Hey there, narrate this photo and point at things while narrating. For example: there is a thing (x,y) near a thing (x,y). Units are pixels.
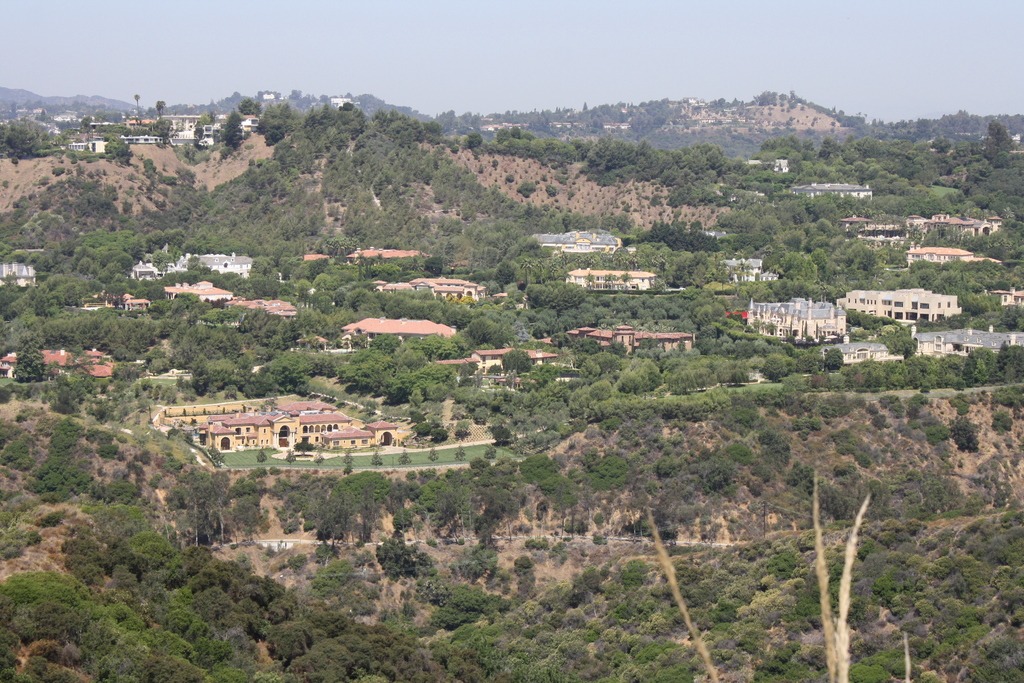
In this image we can see sky (660,86), hills (666,137), buildings (320,441), trees (411,190).
